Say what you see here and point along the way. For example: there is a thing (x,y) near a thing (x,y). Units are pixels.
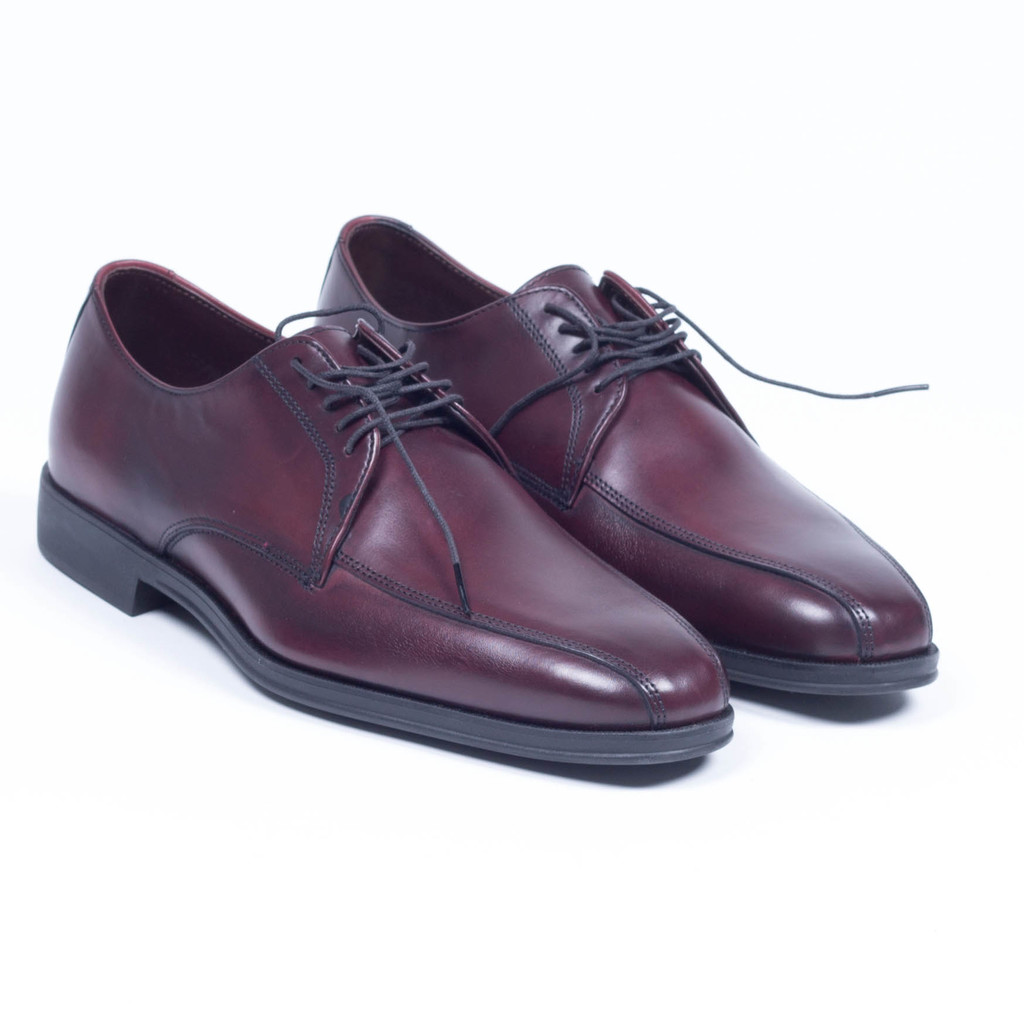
In this picture we can see leather shoes (686,547), there is a white color background (836,207).
